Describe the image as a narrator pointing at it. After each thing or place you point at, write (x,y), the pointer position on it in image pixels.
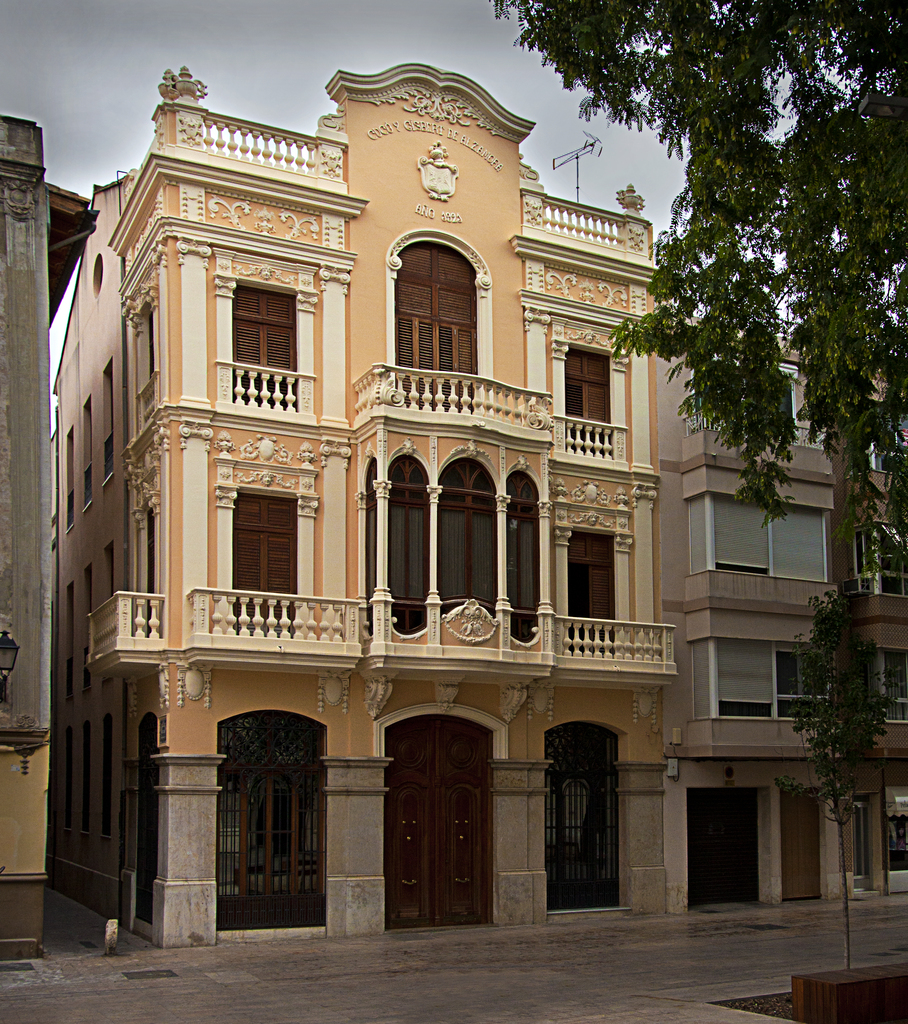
There is a tree (766,219) at the right (869,694). There are buildings (701,808) at the back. There is a 3 storey building (464,549) at the center (595,524) which has doors (281,735).
